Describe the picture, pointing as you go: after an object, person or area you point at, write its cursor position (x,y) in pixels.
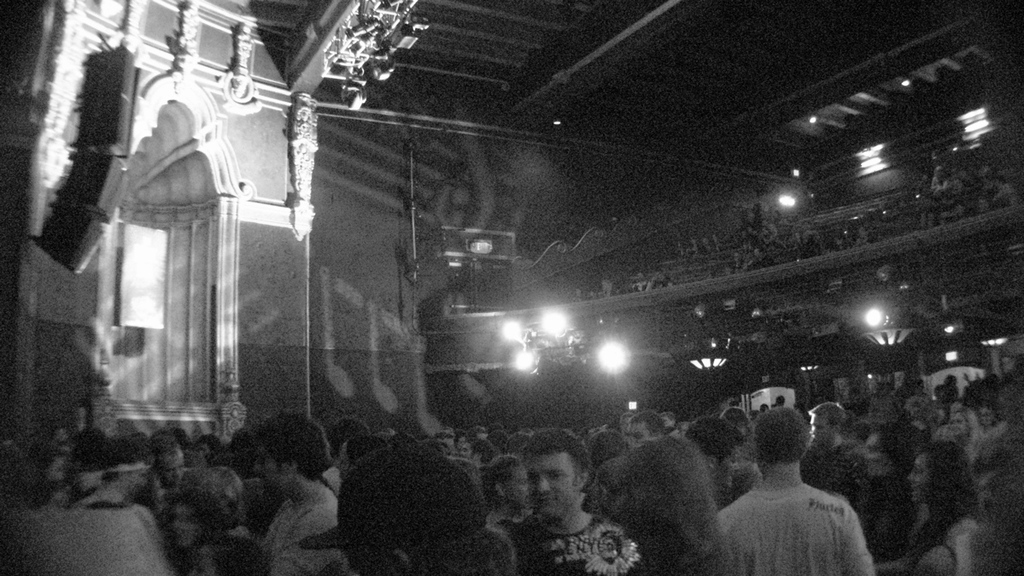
There are people (344,481) at the bottom side of the image (473,475), there are other people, light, roof (437,35) and an arch (206,221) in the background (169,196), it seems like spotlights (361,26) at the top side (368,59).
